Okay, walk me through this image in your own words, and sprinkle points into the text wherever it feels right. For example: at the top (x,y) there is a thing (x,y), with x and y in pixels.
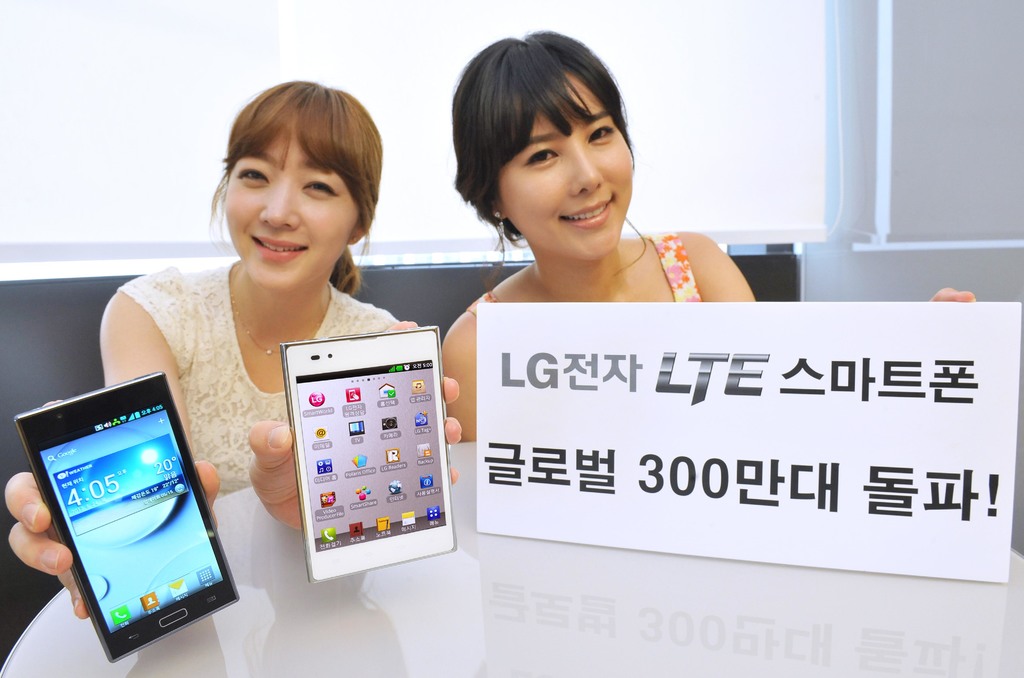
In this image we can see there are two girls (305,270) sitting on a chair (439,324), in front of them there is a table (557,542). On the table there is a board (589,444). One of the girls (194,366) is holding two mobile (301,457) in her hand (268,474). In the background (824,30) there is a wall (854,41).
